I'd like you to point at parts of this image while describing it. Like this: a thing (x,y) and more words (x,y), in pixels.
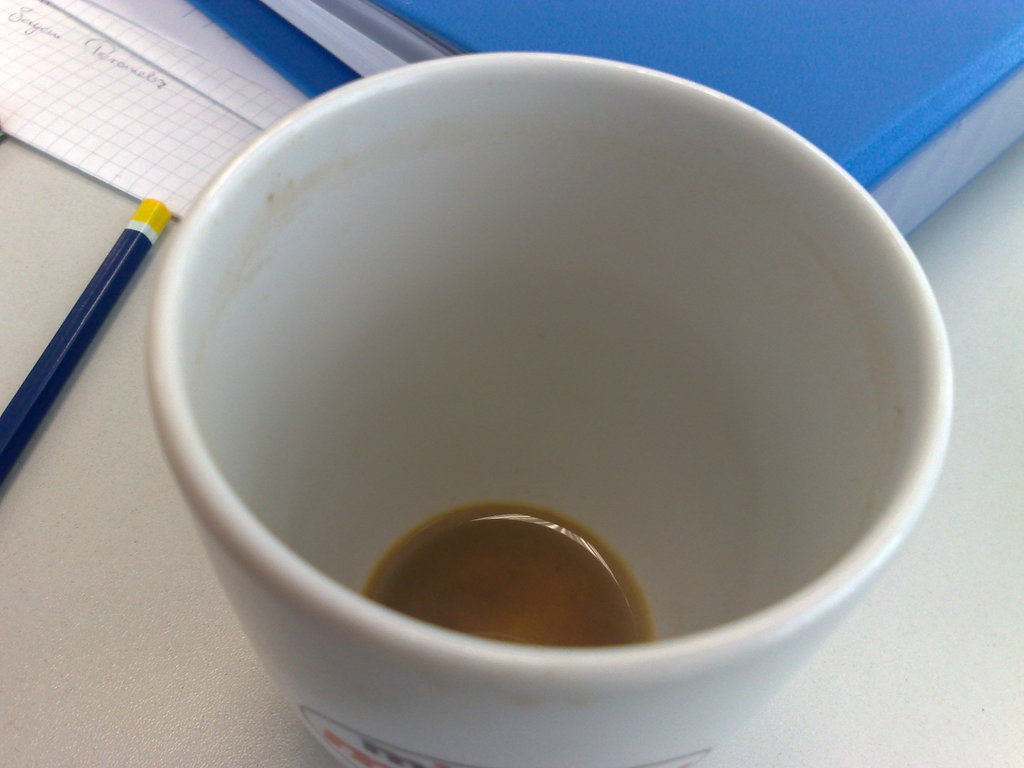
In this picture we can see the tea cup (863,408), pencil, file (864,98) and papers (235,100) on the white table (931,732).
